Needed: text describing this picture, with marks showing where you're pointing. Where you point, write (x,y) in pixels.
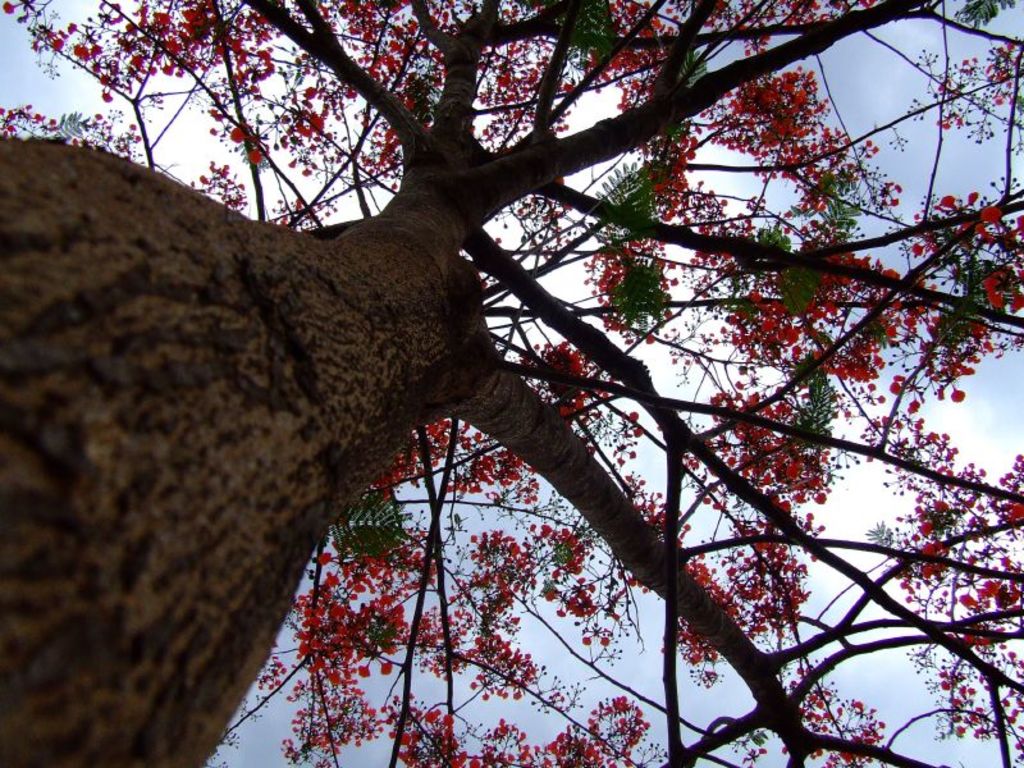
In this image I can see a tree (280,355) and red color flowers (400,627). The sky (897,108) is in white and blue color.
